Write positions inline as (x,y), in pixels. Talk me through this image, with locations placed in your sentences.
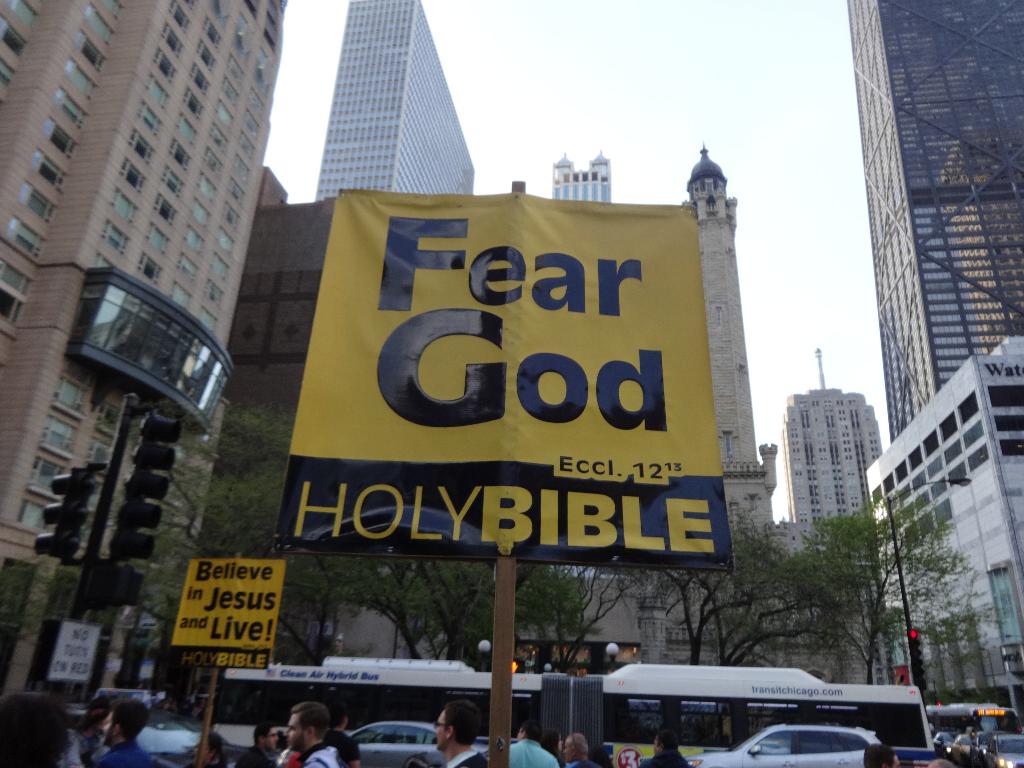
In the foreground of the picture (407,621) there are trees (446,621), vehicles (418,692), people (459,738), placards (315,352) and other objects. On the left (77,544) there are buildings (120,309), signal light (110,606). In the middle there are buildings (397,76). On the right (963,169) there are buildings (916,161). At the top (679,41) there is sky (650,66).
